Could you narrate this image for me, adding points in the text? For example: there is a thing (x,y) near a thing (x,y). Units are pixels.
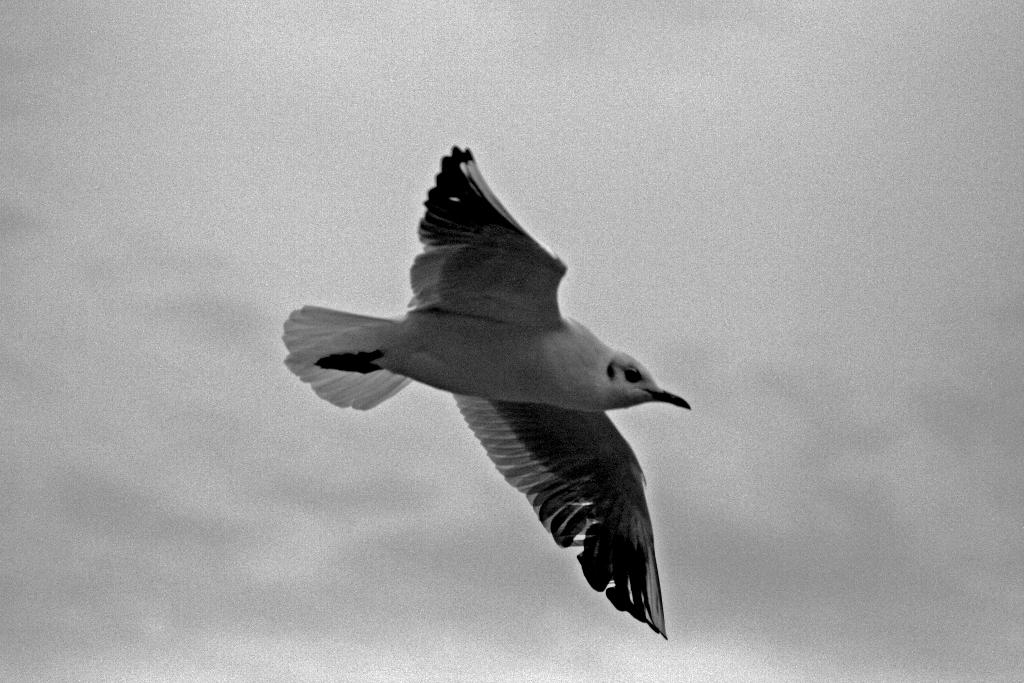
In this picture we can see a bird (446,308) with wings (591,455) open flying on a sky (263,244).
